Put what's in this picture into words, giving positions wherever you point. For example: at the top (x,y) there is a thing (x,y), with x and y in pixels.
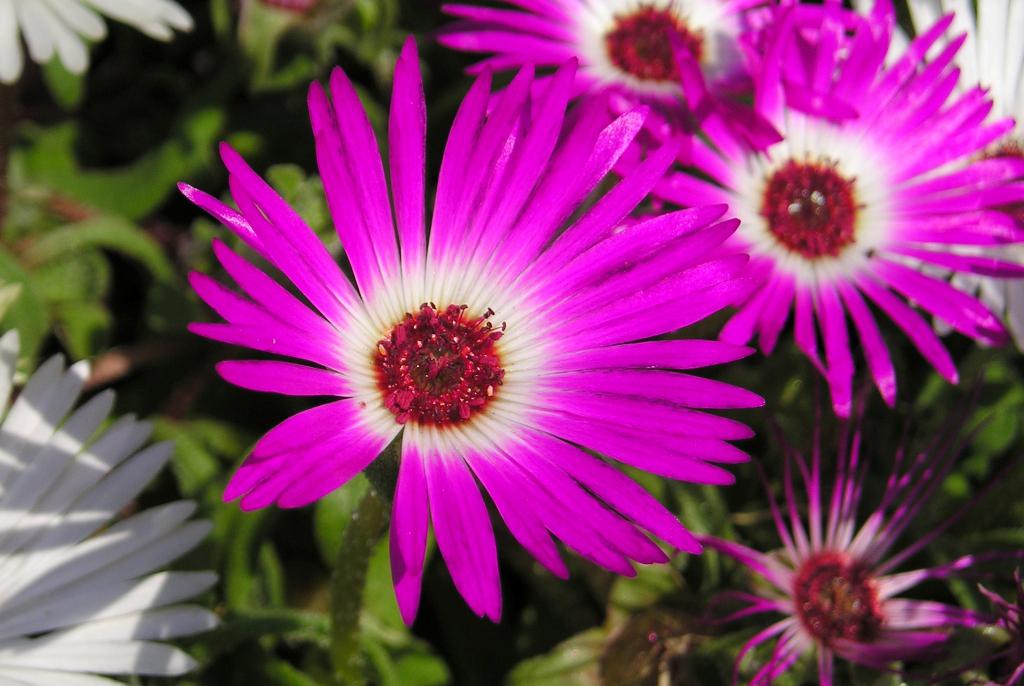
Here we can see plants (226,377) with different colors of flowers (441,319).
